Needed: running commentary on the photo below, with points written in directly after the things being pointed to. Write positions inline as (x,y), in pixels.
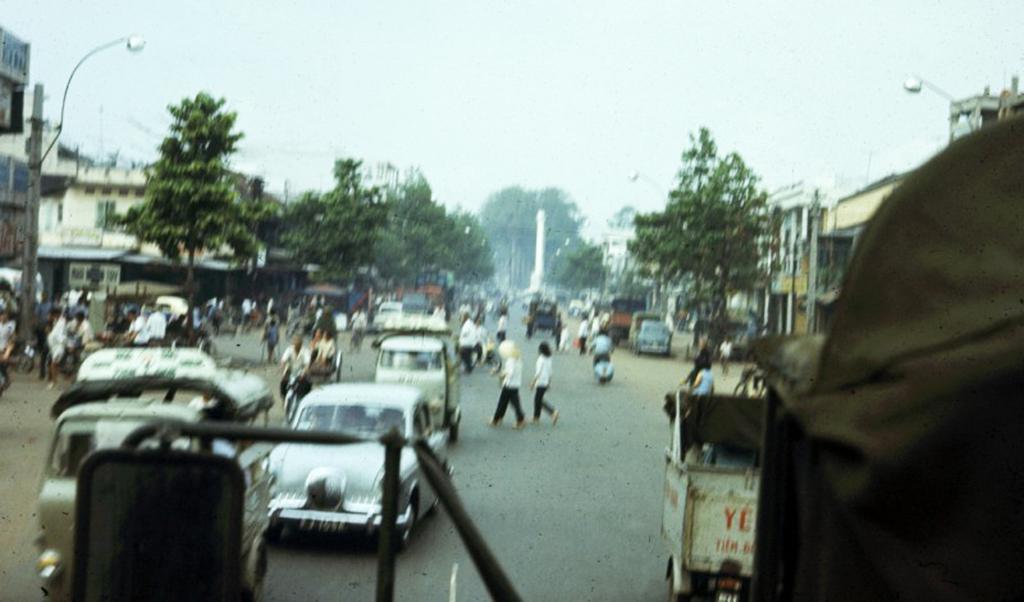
In this picture we can see some vehicles (398,411) traveling on the road (469,375), there are some people (520,380) walking here, in the background (411,257) there are some trees (400,251), on the left side (144,252) we can see buildings (55,200), there is a pole (35,184) and light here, there is the sky (479,40) at the top of the picture (498,35).
